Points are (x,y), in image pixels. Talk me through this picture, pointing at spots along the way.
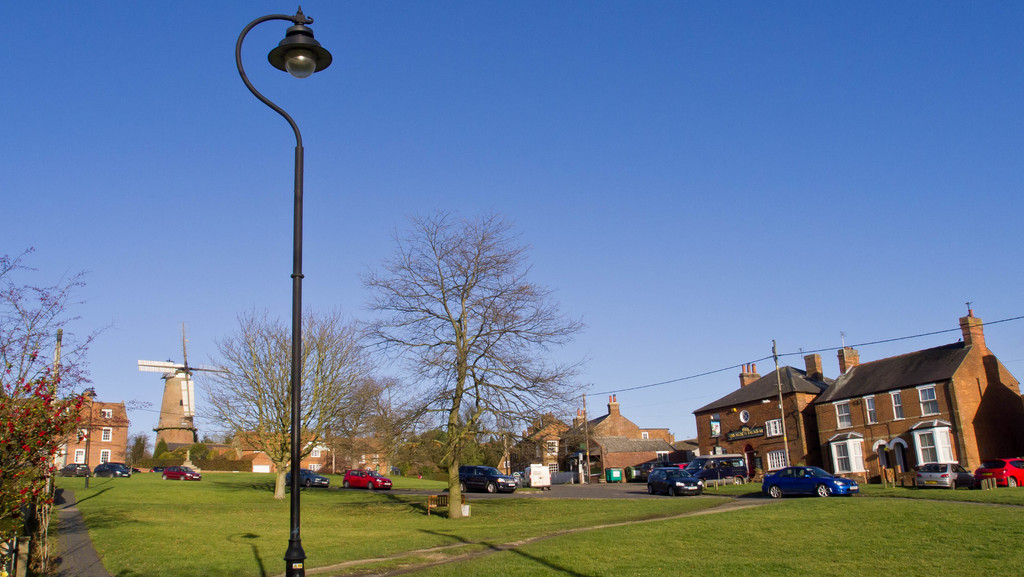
In this image I can see a black colored pole (301,576) and a light (298,64) to it, some grass (368,529), few vehicles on the road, few trees (279,456) and few flowers (35,483) to it which are red in color, few buildings (66,459) which are brown in color, a windmill (183,388) and the sky (194,167).
